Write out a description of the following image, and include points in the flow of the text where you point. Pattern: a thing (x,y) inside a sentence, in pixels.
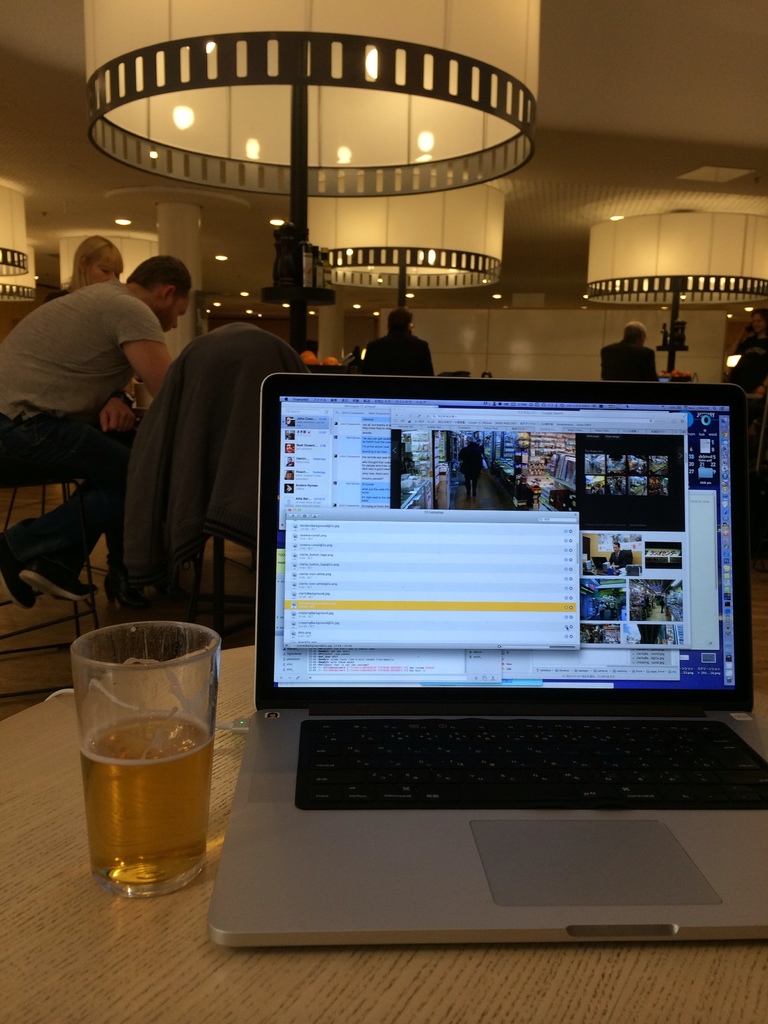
This picture describes about group of people (112,310), few are seated and few are standing, in the middle of the image (444,416) we can see a laptop (684,400) and a glass (183,786) on the table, in the background (266,170) we can find few lights (324,207).
